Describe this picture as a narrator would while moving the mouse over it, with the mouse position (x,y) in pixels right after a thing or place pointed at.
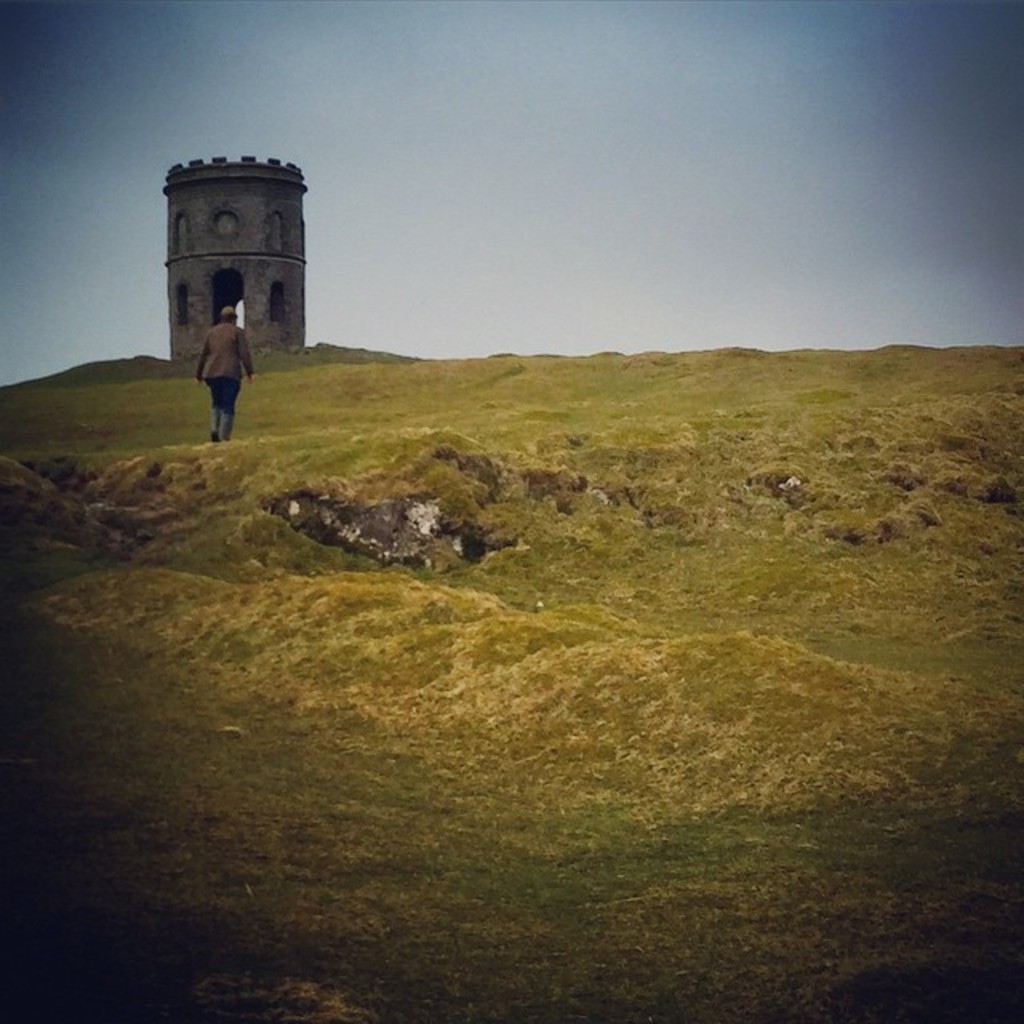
In this image a man (214,410) walking on a hill area (237,430) and there is small tower (190,232) in the background (314,312) there is a cloudy sky (521,310).
